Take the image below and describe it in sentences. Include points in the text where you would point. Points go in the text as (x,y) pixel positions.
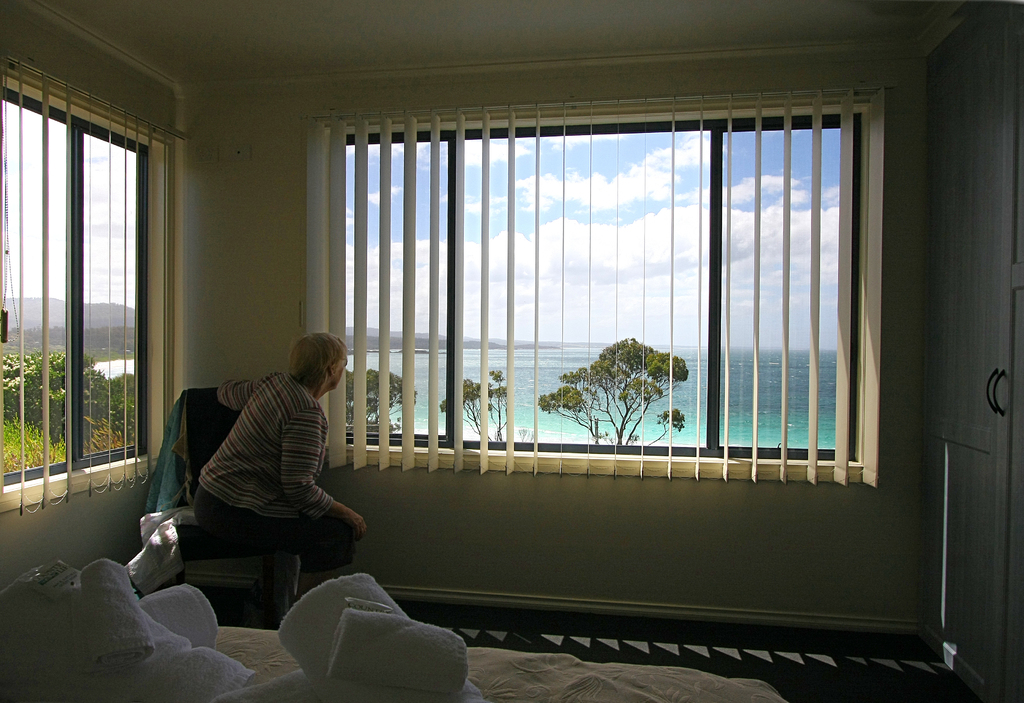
In the picture I can see a person (286,537) is sitting on a chair (235,551), white color clothes (348,684) on an object (558,667). In the background (536,457) I can see windows (591,379), window blinds (435,424), in door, water (588,354), the sky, trees (591,397), mountains (598,345) and some other things (440,476).
